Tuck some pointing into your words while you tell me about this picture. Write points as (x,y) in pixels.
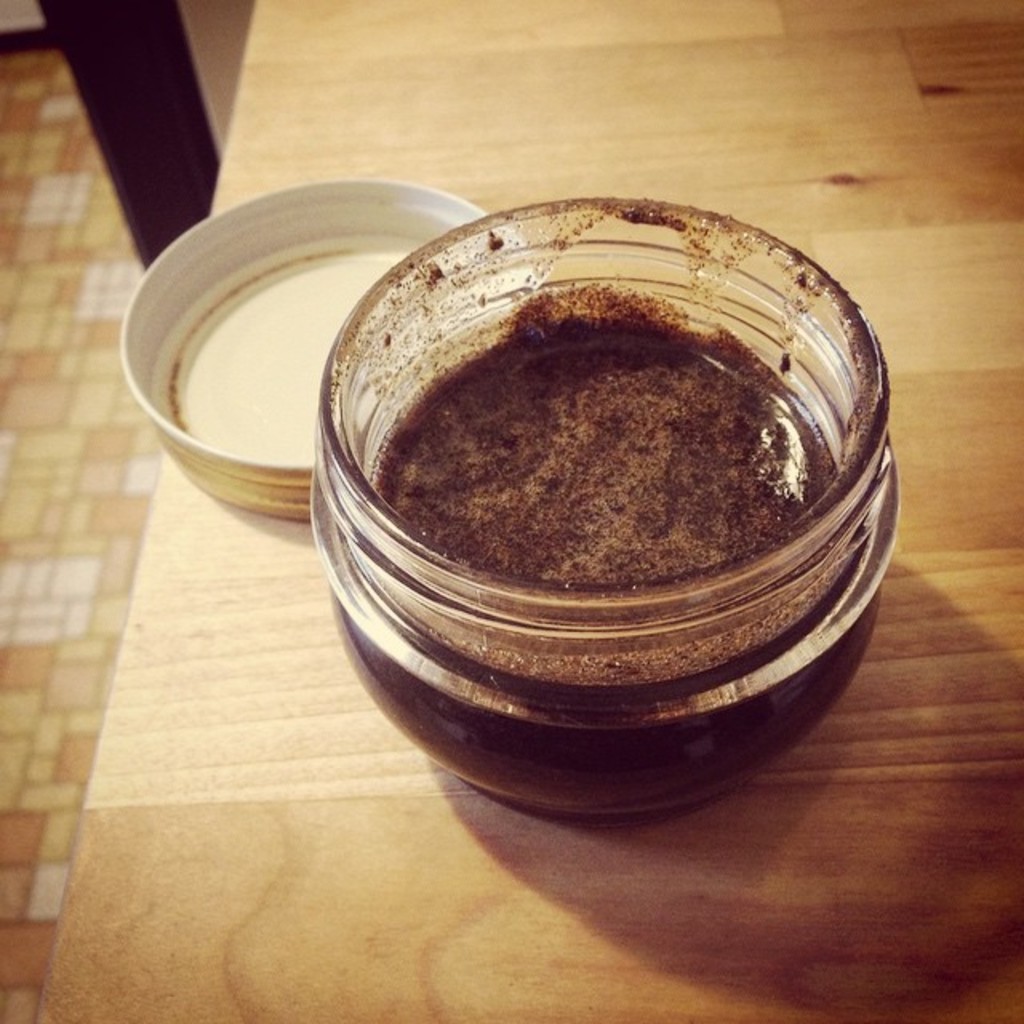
In this image we can see food item (575,503) in the bowl (727,580), which is on the table (342,739), beside the bowl (367,382) there is a cap (249,441), also we can see the floor (47,378).
